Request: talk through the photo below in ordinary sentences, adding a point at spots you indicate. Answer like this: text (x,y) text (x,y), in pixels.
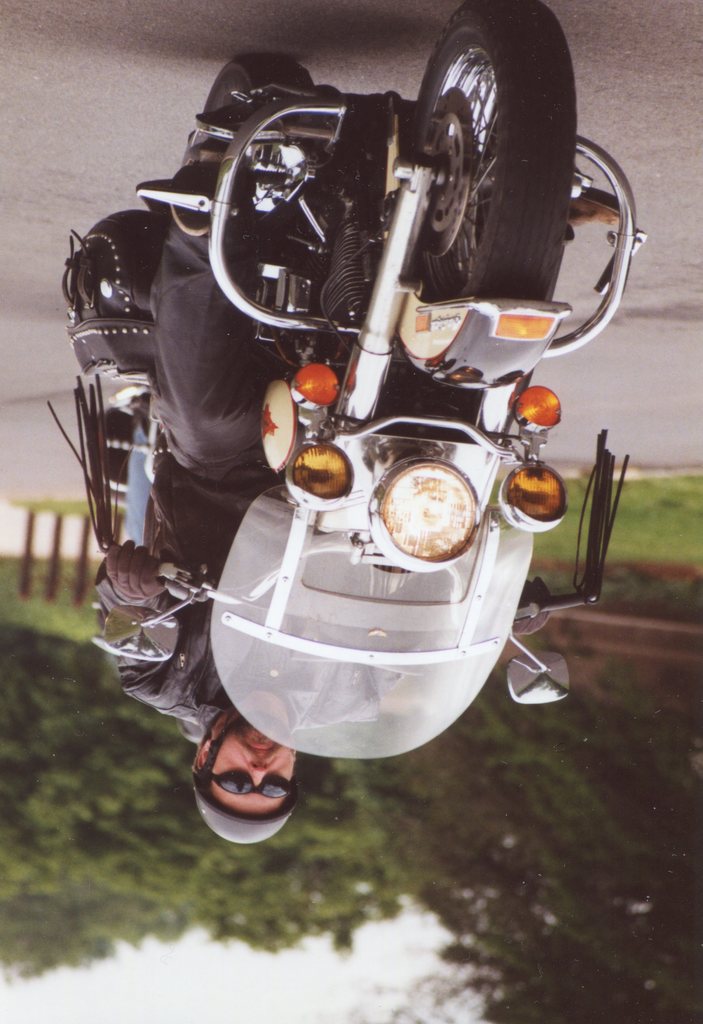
This is tilted, in this image, at the bottom (396,805) there are trees (578,842), at the top (194,46) there is a road (68,135) on that road (573,278) a man (252,331) is riding a bike (263,303).
